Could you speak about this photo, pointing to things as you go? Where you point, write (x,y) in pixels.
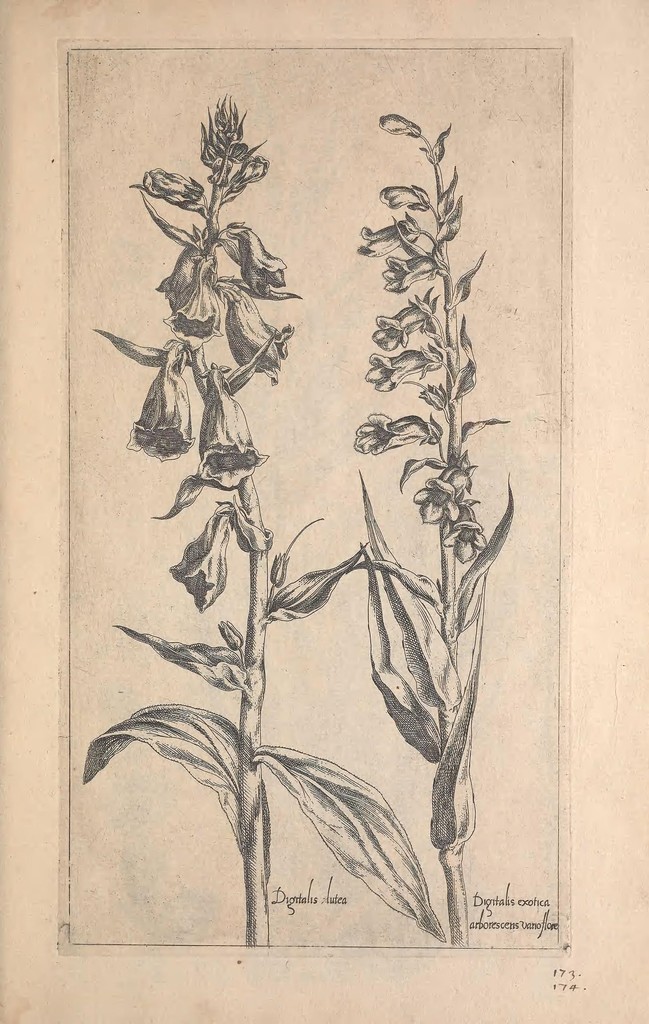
In the image we can see there is a poster (261,729) on which there is a flower (258,585) with its plant (236,729) and there are two flower plants (391,592). The image is in black and white colour.
